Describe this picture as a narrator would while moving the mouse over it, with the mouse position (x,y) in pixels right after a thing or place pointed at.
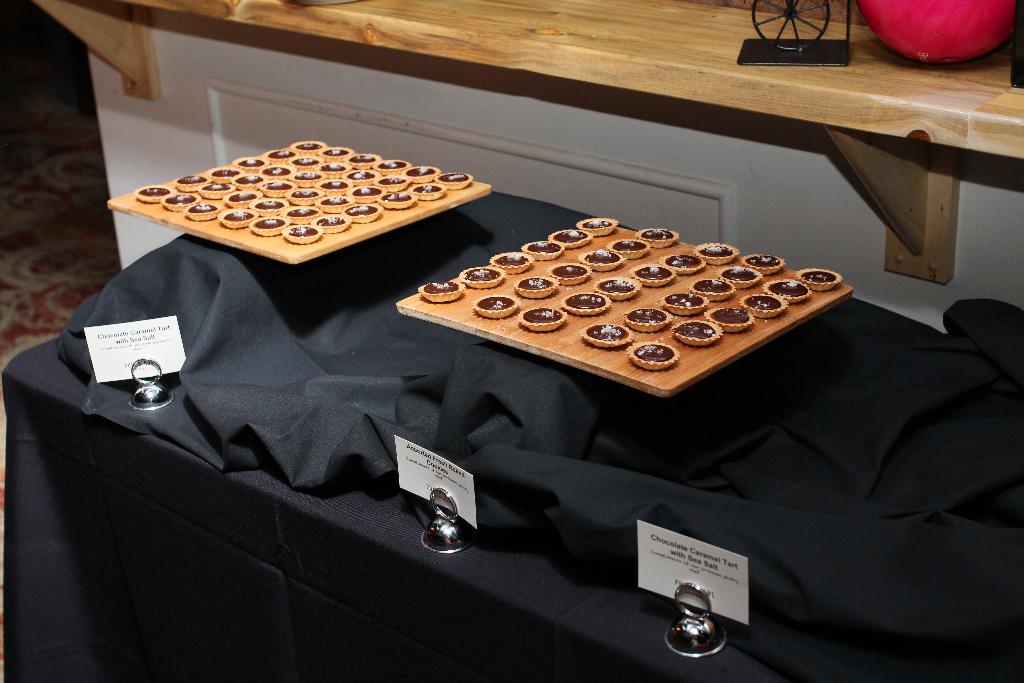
In this image there are food items (521,253) on the wooden plates (293,255), name boards (100,360) on the table (376,459), and at the background (764,129) there are some objects (748,63) on the cabinet (409,58), carpet (106,186).
